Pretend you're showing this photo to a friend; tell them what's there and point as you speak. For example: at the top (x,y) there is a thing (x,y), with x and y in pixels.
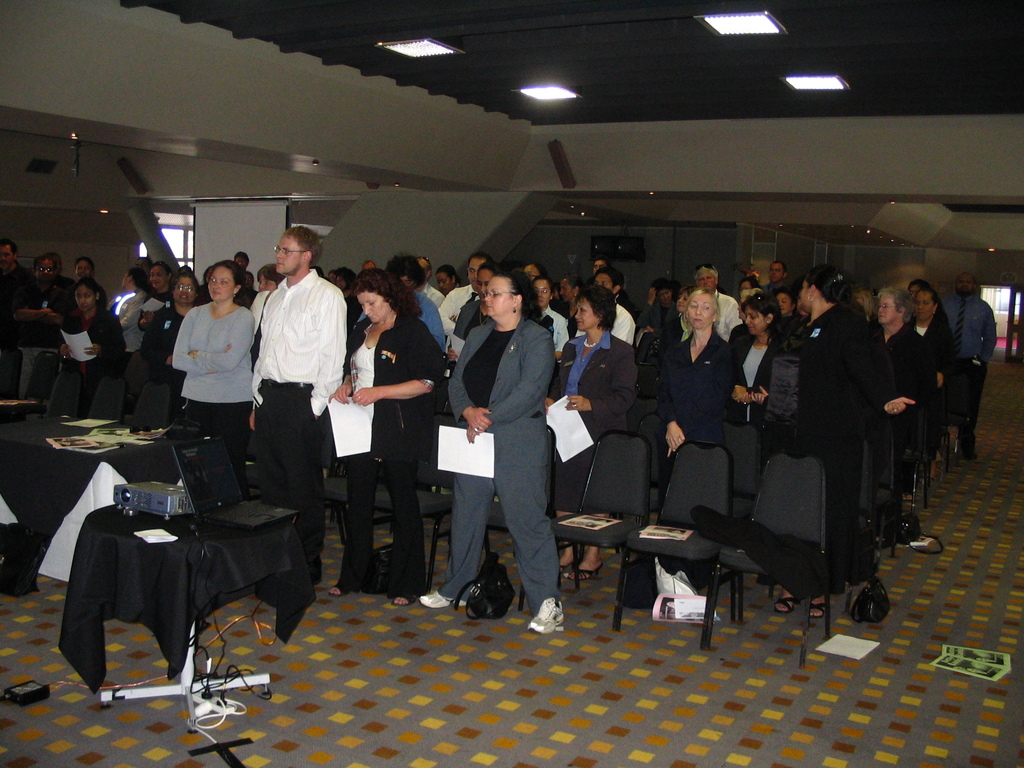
This picture describes about group of people (502,429) they are all standing, few people (419,442) are holding papers (474,453) in their hands (334,395), in front of them we can find a projector (179,506) and a laptop (188,473) on the table (180,617).
